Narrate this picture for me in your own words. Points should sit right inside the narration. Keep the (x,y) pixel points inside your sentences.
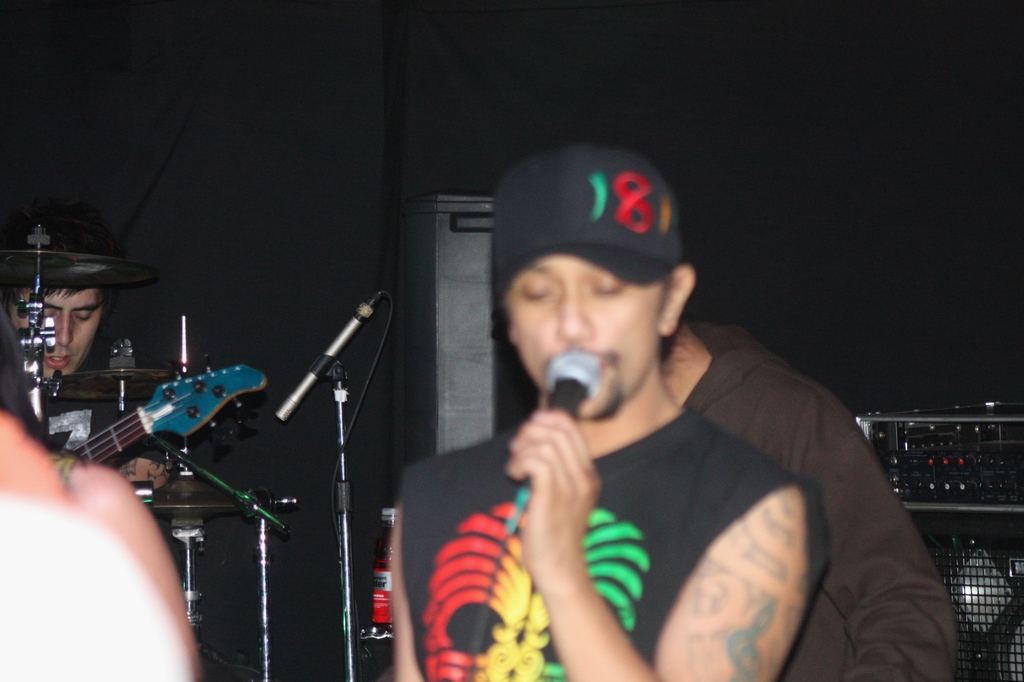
This image is clicked in a musical concert. There are people (687,418) in this who are playing musical instruments (185,396). In the middle (608,339) there is a person (734,569) who is holding a mike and singing something. On the left side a person (105,496) is playing a guitar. There are mike's (334,379). Behind them on the right side (932,542) there are speakers (969,582).
